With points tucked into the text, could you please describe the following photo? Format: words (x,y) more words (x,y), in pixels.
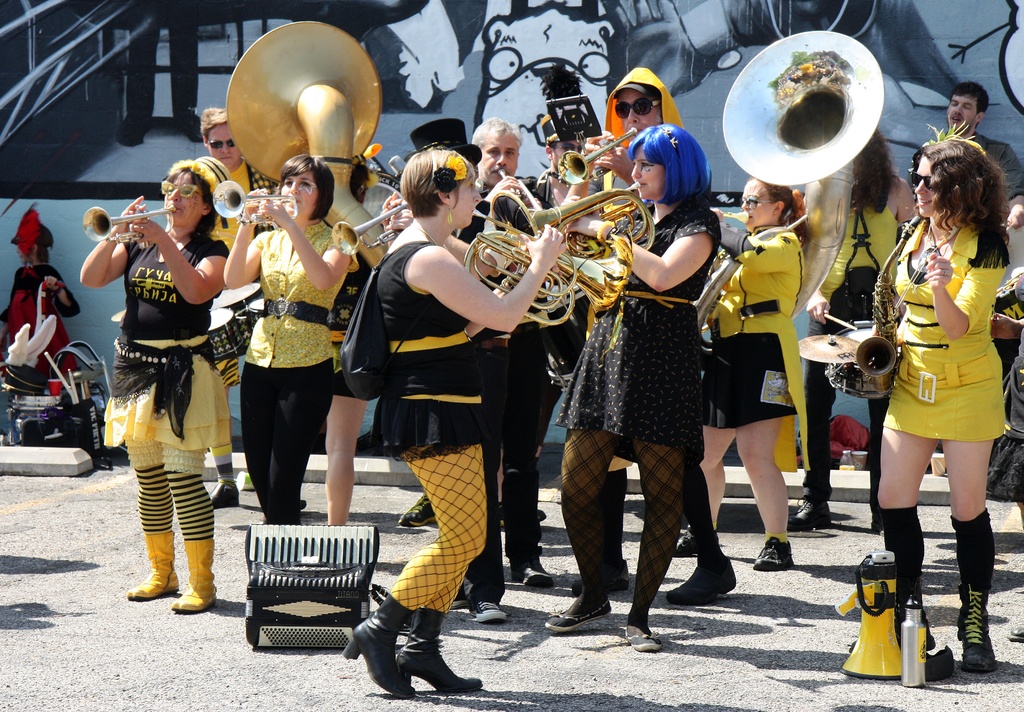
In this image there is a music band (250,337) playing trumpets (344,172) of various sizes and shapes. There is an accordion (273,598) on the ground (221,615) beside them. There is a graffiti painting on the wall (501,76) in the background (414,69).
